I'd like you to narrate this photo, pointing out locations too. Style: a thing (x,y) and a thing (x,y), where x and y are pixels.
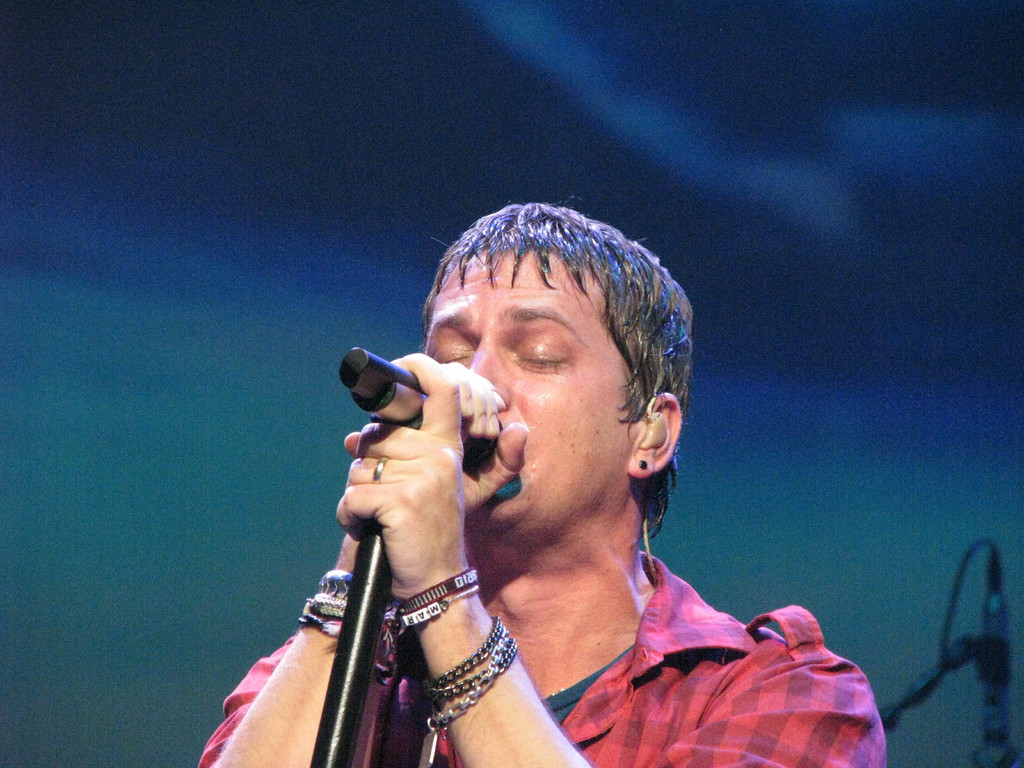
In this image I see a man (784,707), who is holding a mic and he is wearing a red colored shirt (775,718).
